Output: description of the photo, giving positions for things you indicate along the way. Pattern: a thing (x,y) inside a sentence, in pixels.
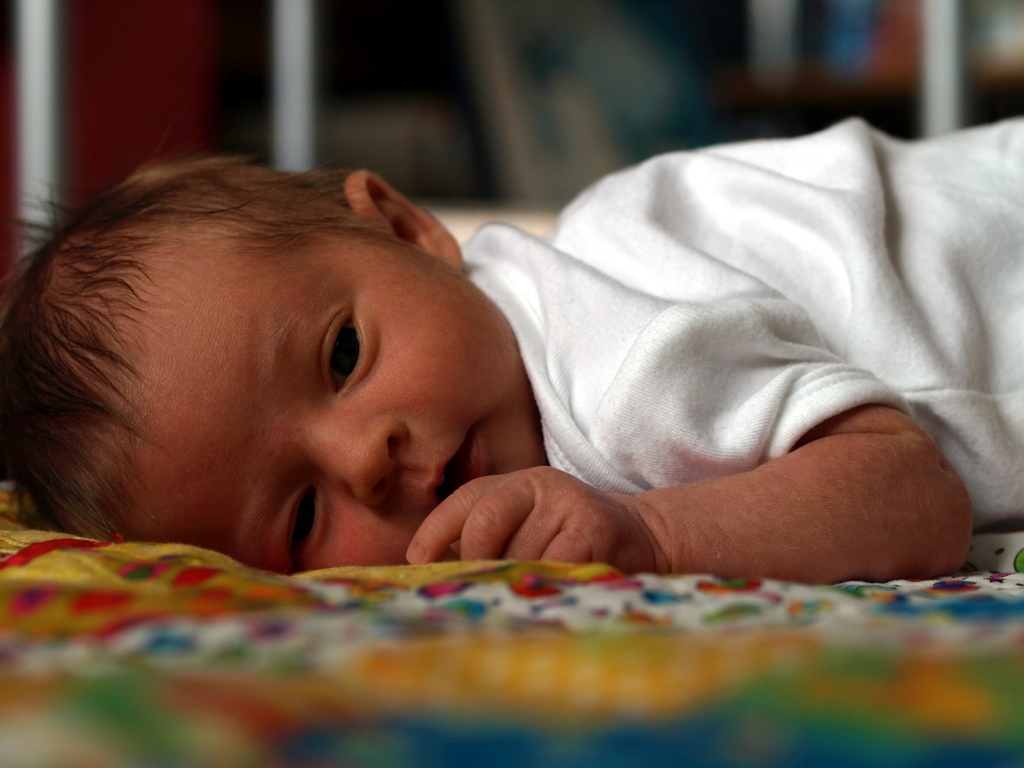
In the picture I can see a baby (545,378) wearing white dress (578,346) is lying on the bed (453,592) and there are some other objects (498,165) in the background (467,162).
